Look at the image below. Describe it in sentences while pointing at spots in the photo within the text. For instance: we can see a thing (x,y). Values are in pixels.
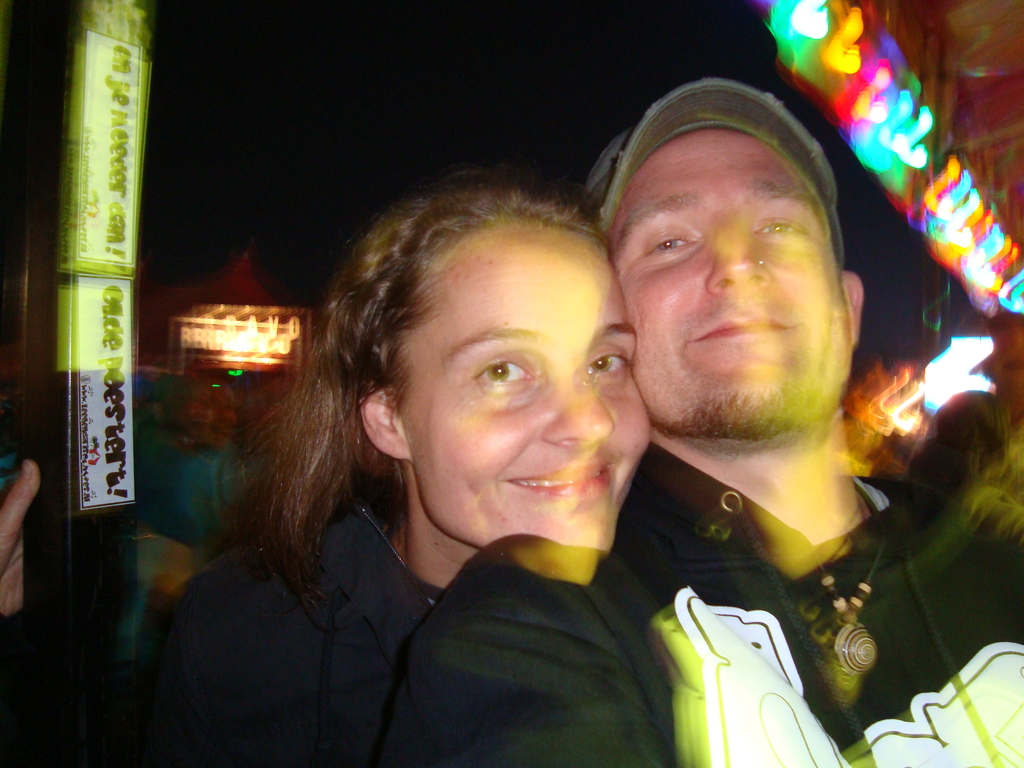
Front these two people (693,562) are smiling and looking forward. Background (957,240) there are lights (245,327) and board (102,221).
